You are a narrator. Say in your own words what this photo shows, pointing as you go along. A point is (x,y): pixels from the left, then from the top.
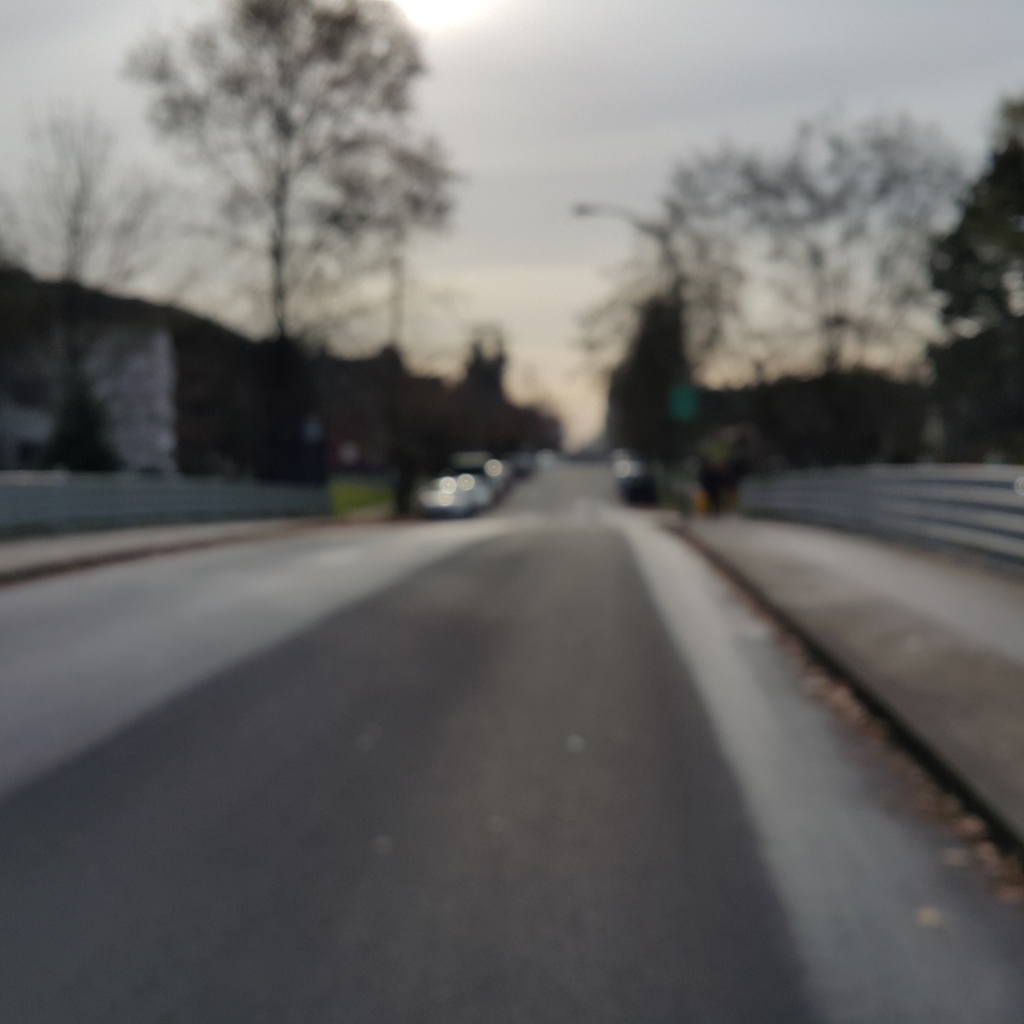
In the foreground of the picture (469,546) I can see the road (562,606). I can see the fence (214,502) on both sides of the road (573,472). There are vehicles (468,483) on the road (591,472). I can see a house (217,407) on the left side (213,356). There are trees (291,373) on both sides of the road (624,545). There are clouds (657,168) in the sky (657,168).
